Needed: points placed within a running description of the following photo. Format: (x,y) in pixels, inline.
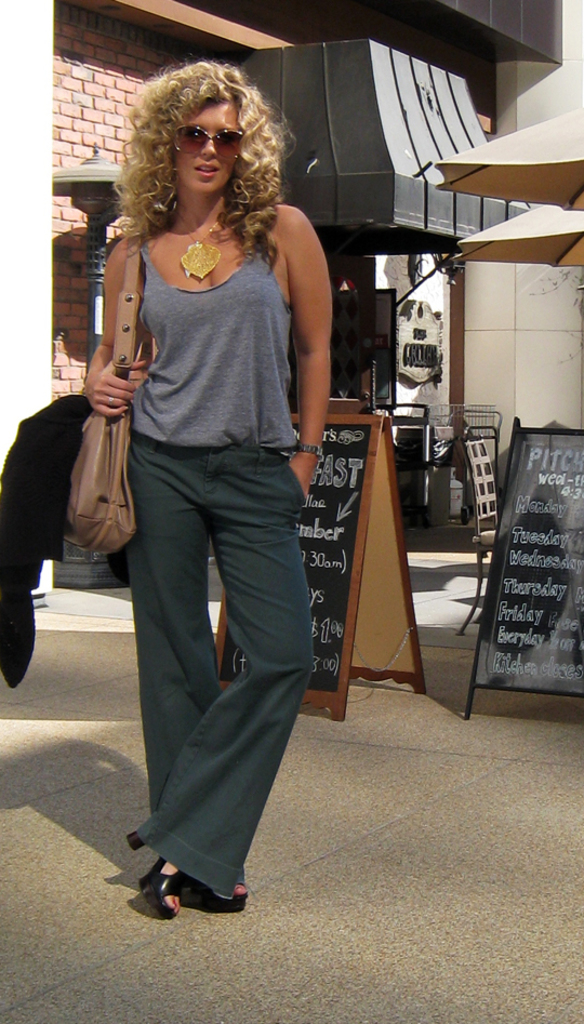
In this picture we can see a woman (167,237) who is standing on the floor (431,801). She is carrying her bag (128,298). On the background (403,385) we can see a wall (115,81). And these are the boards (500,568).
